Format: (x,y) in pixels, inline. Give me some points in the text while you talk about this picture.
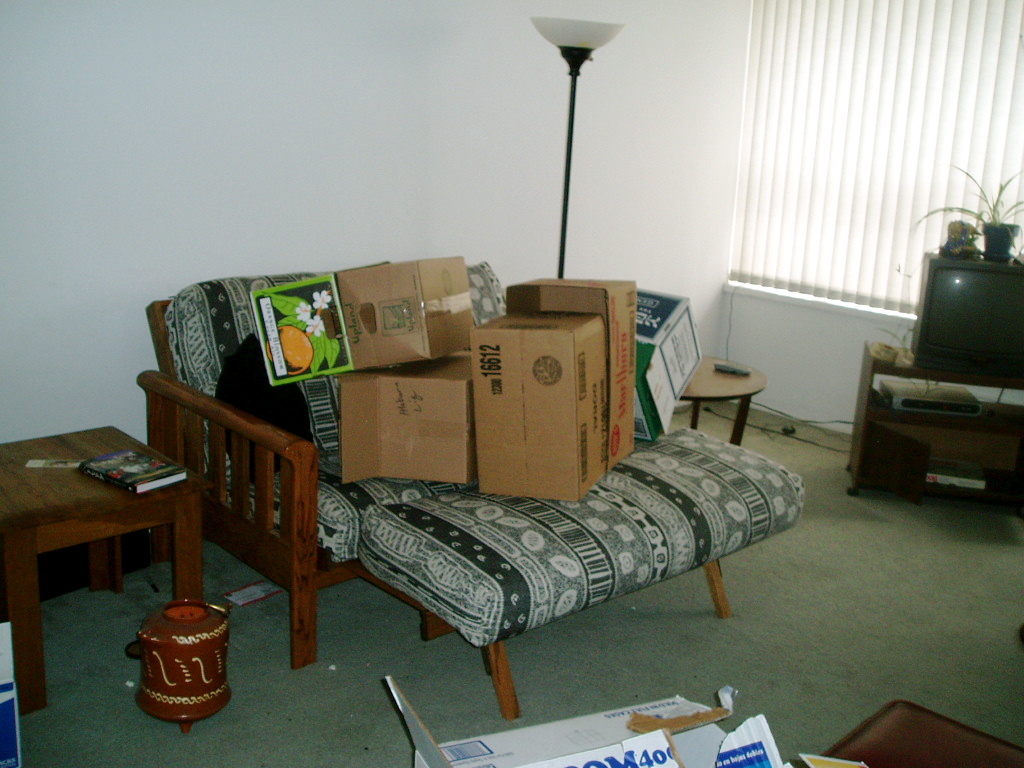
There is a wooden table (193,501) which is on the left side (25,609) and a book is kept on it. There is a television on the right side (944,332).
